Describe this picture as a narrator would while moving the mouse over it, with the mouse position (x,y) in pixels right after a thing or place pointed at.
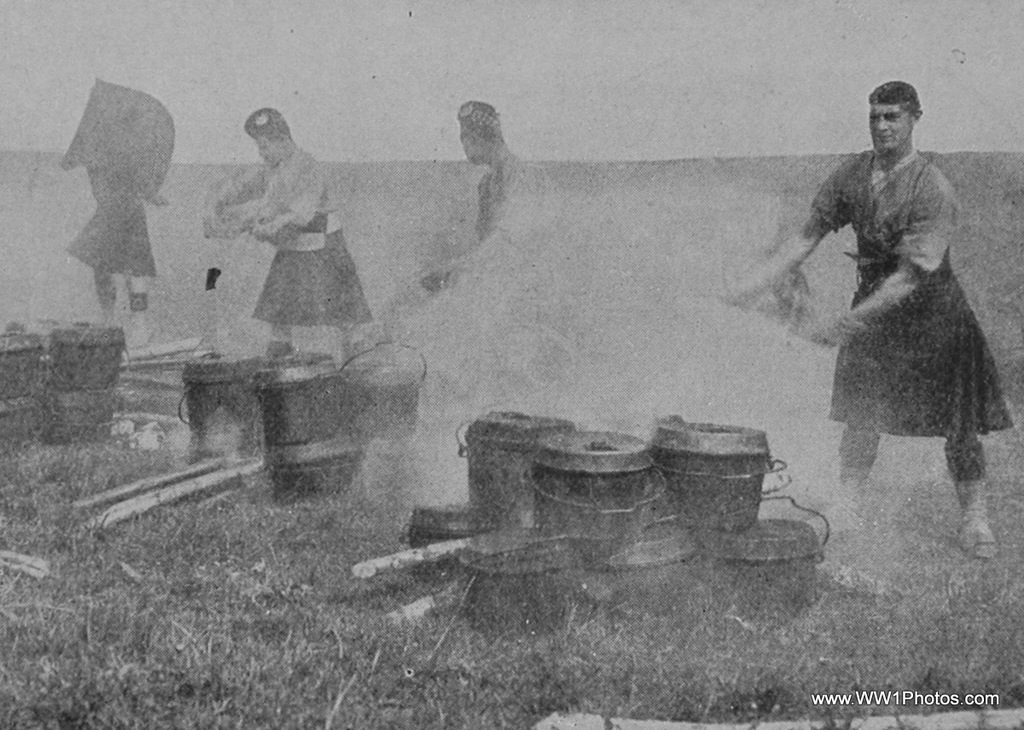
This is a black and white image. In this image we can see men (891,320) standing on the ground (870,530) and holding some objects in their hands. In the foreground (656,522) we can see buckets (470,460) and logs (155,496) placed on the ground (593,600).
